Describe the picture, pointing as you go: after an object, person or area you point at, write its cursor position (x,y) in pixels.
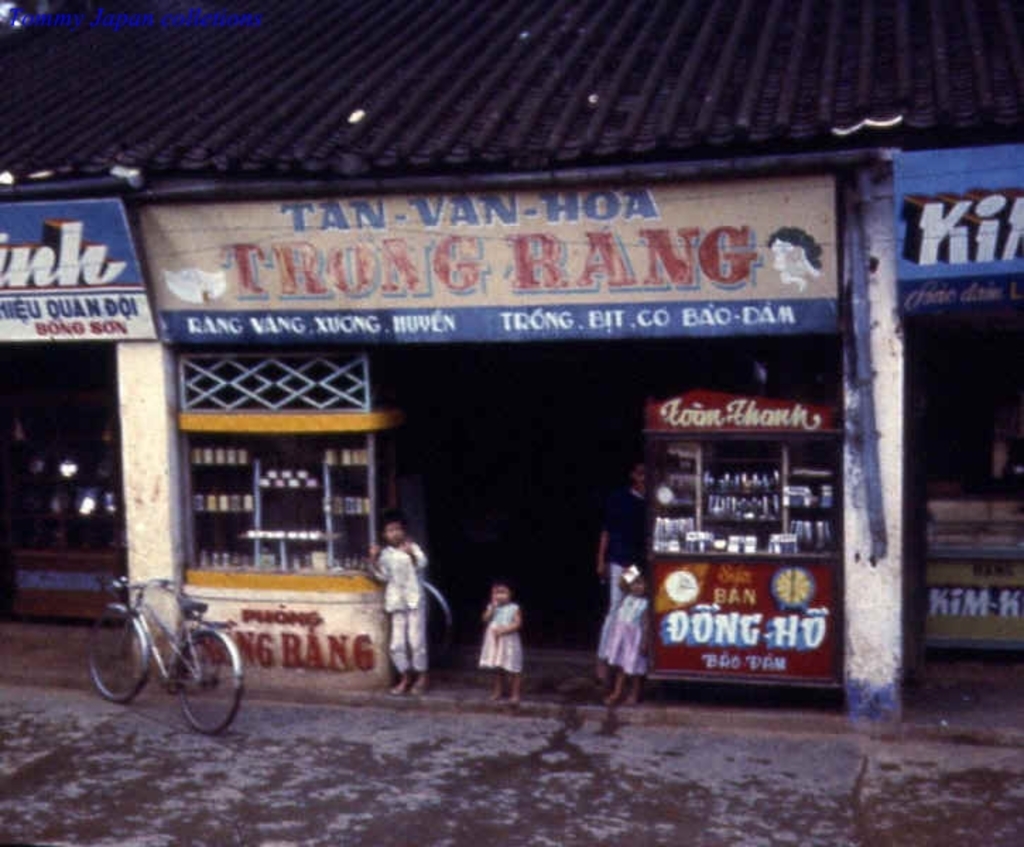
In this image there is a road (513,773). There are shops (353,472) and stalls (701,409). There is a cycle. There are boards (37,235) with the text (950,225).
